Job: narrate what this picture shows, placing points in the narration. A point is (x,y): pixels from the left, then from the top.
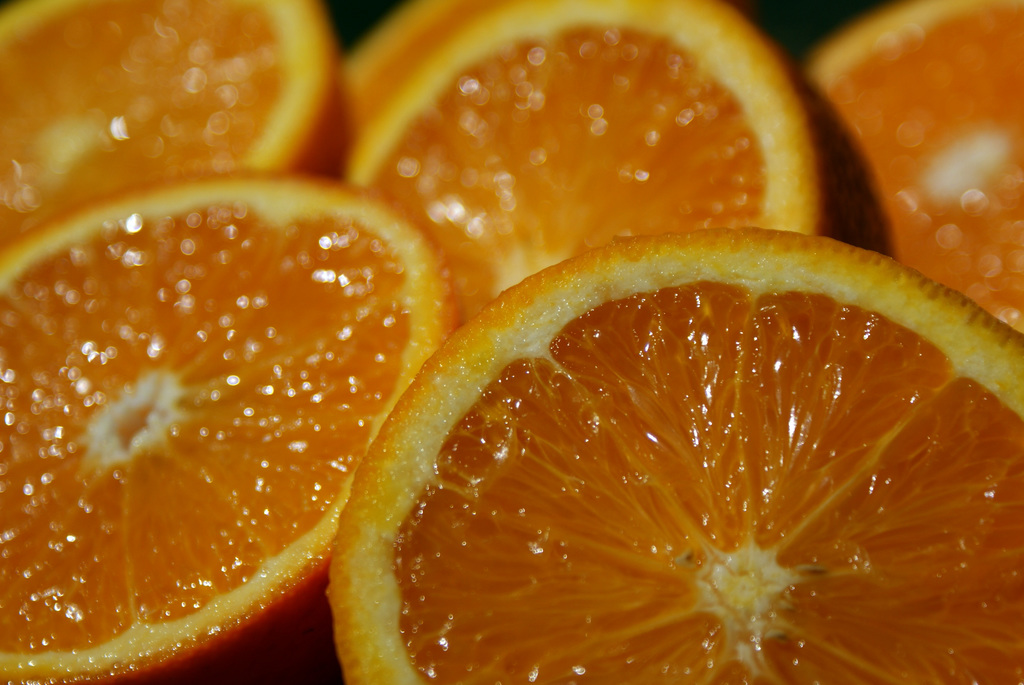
In this image I can see few fruits (750,344) in orange color.
